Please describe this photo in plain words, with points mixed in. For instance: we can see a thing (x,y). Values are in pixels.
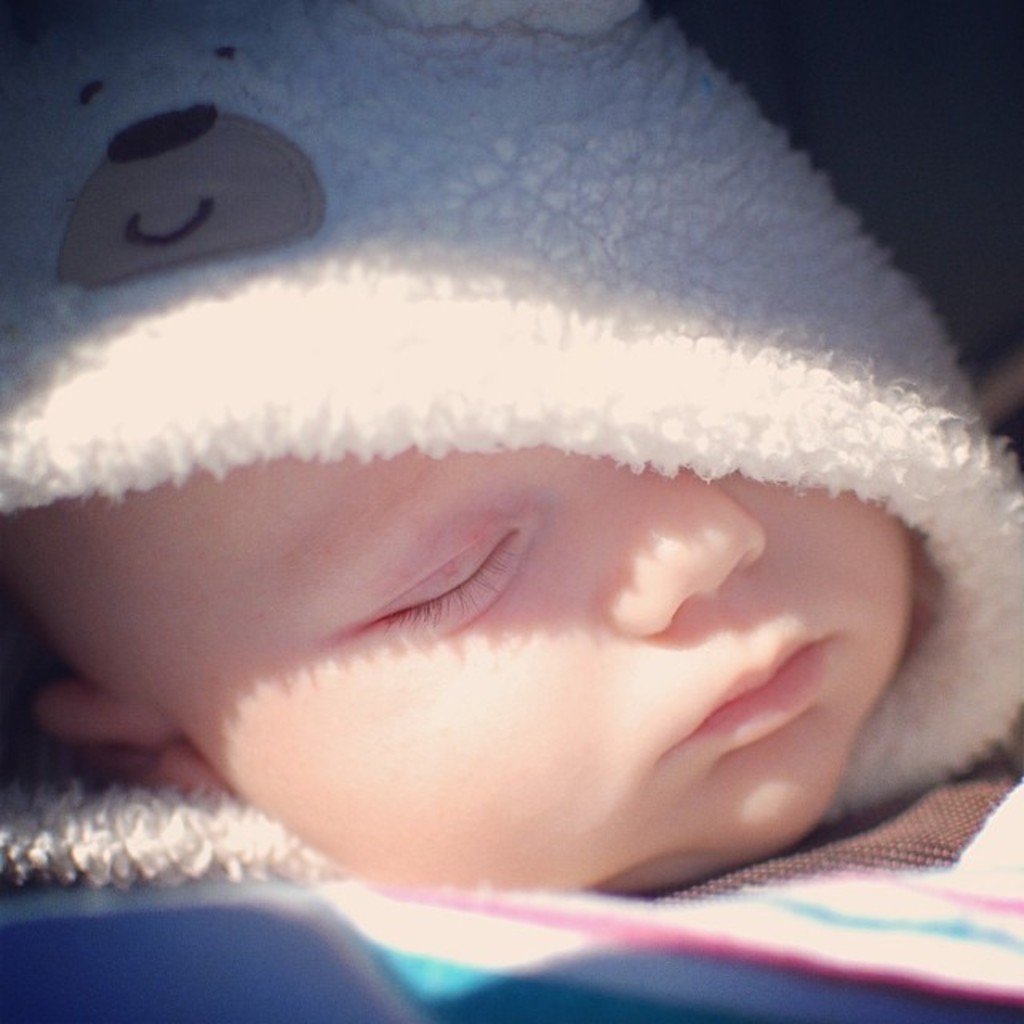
In this image we can see a kid (511,306) who is wearing sweater (324,167) sleeping and there is teddy bear picture (211,124) on it.
